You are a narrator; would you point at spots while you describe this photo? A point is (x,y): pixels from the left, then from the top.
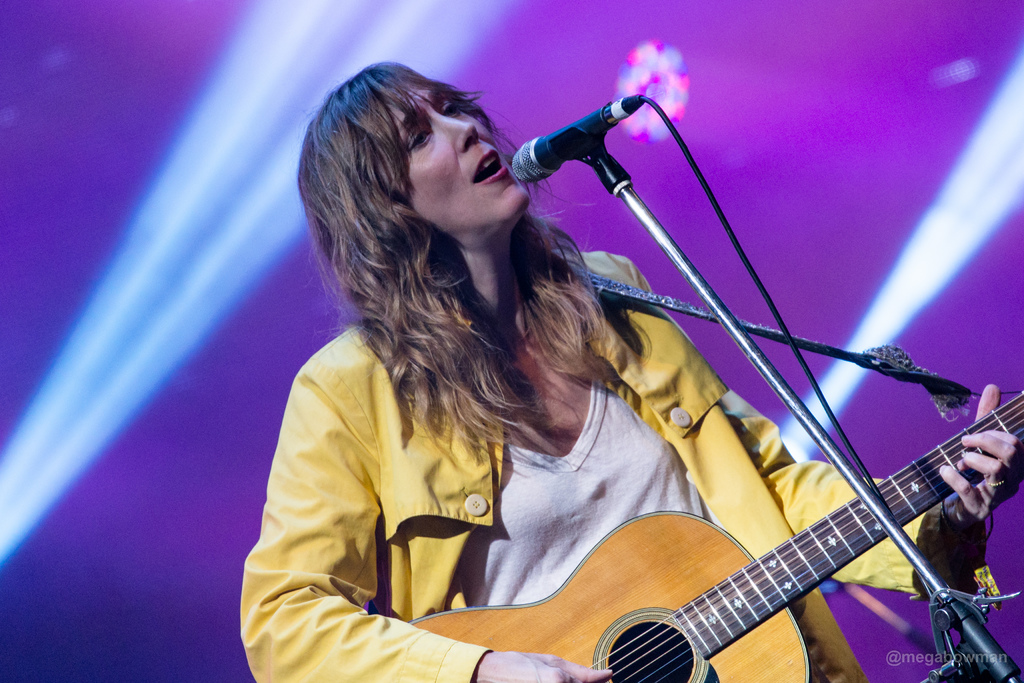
In this image there is a person (533,435) who is wearing yellow color dress (686,451) playing guitar (798,547) in front of her there is a microphone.
